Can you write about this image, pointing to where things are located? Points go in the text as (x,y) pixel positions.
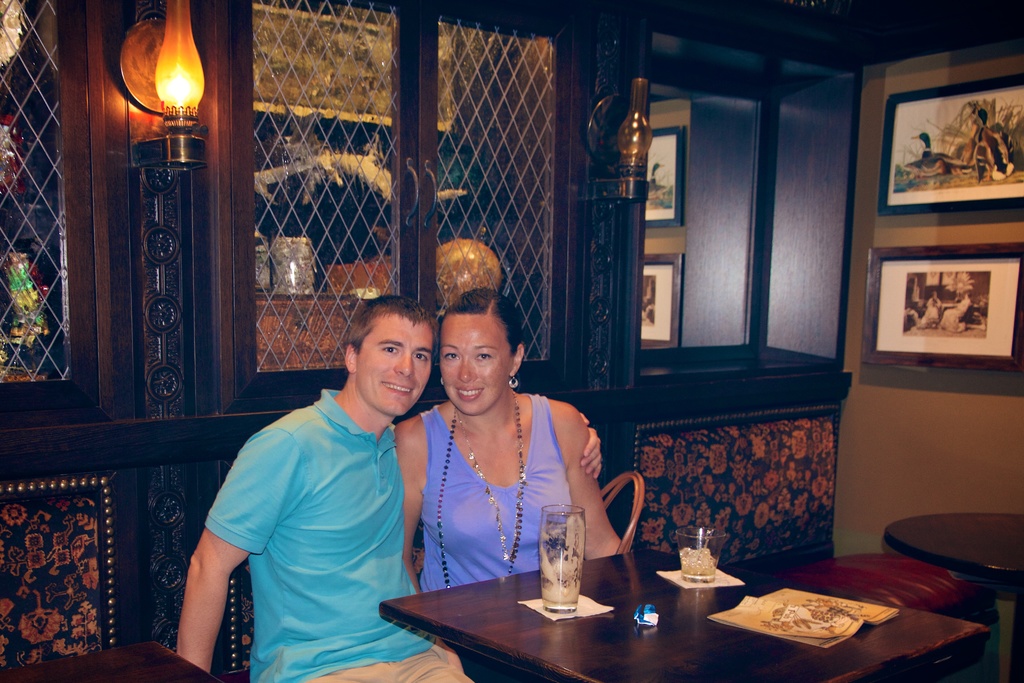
In this image I see a man (394,316) and a woman (514,344) and both of them are smiling. I can also see that they are sitting on the sofa (248,682) and there is a table (398,614) in front of them on which there are 2 glasses (698,576). In the background (519,377) I see the windows (32,375), light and photo frames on the wall (928,487).
